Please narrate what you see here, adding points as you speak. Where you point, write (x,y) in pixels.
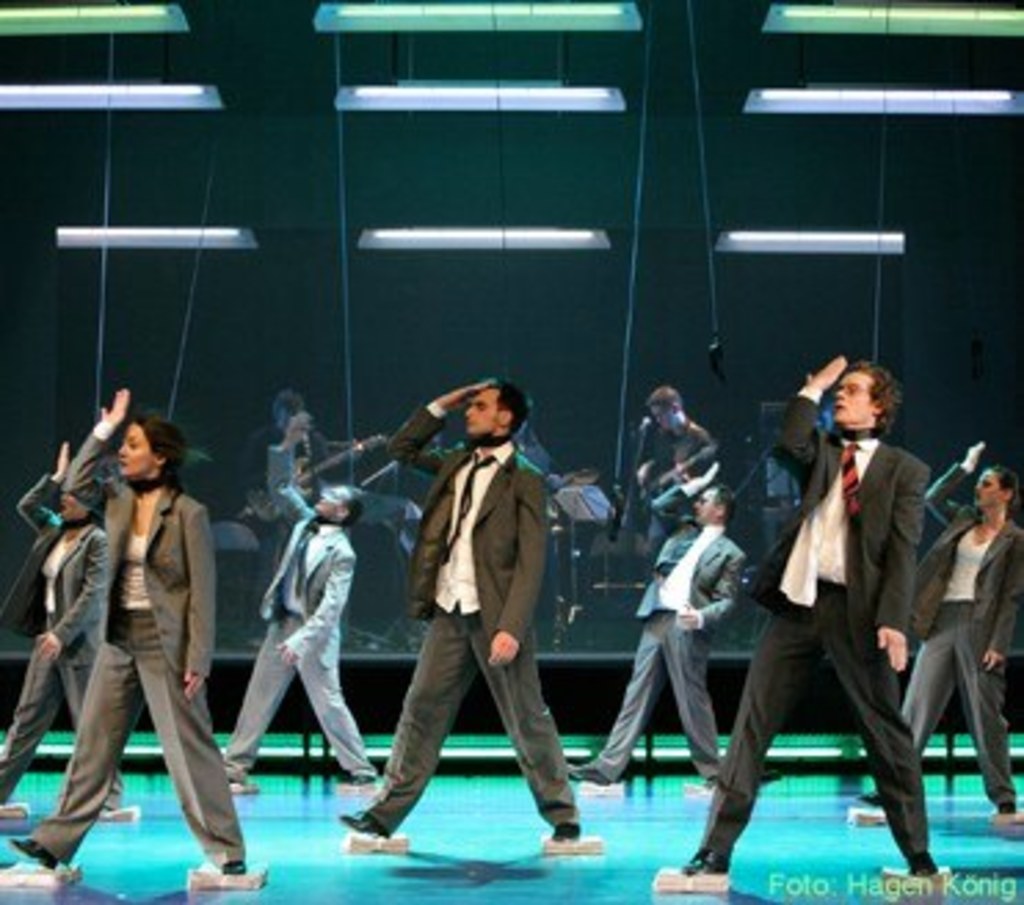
In this image, there are some people (323,686) standing and they are giving the same pose, at the background (684,468) there are some people (671,468) sitting and they are holding some music instruments (640,476), at the top (512,248) there are some lights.
